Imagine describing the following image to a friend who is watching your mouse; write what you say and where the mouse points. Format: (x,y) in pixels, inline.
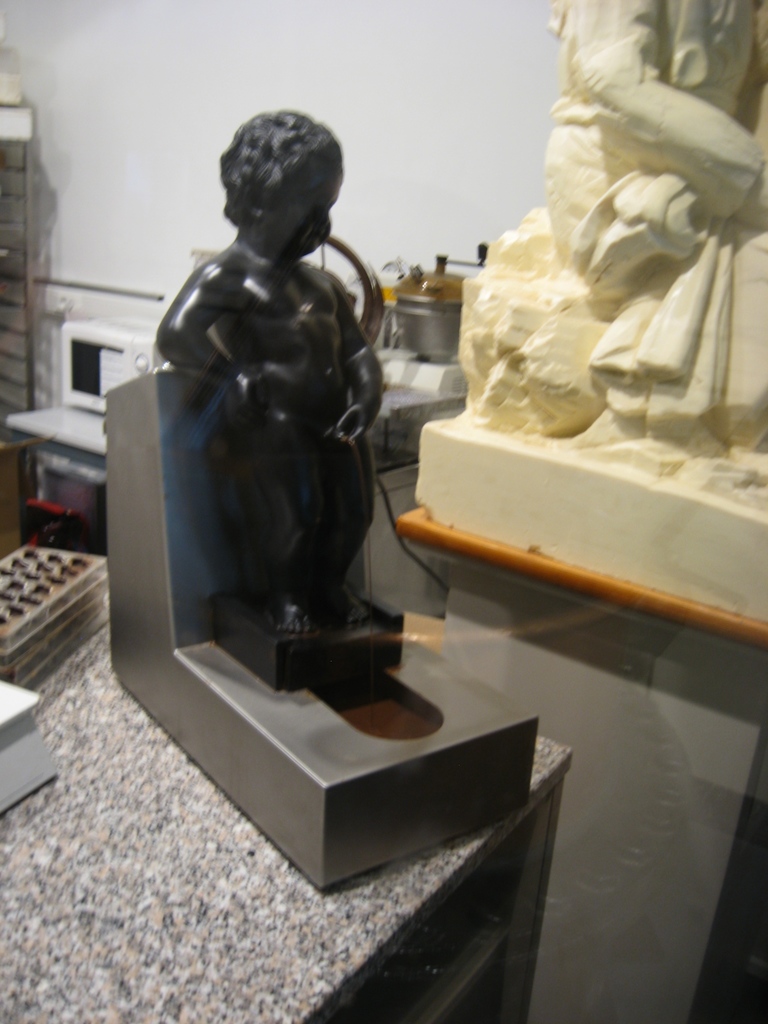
As we can see in the image there are tables (75,437), statues (350,420) and white color wall (336,46).
